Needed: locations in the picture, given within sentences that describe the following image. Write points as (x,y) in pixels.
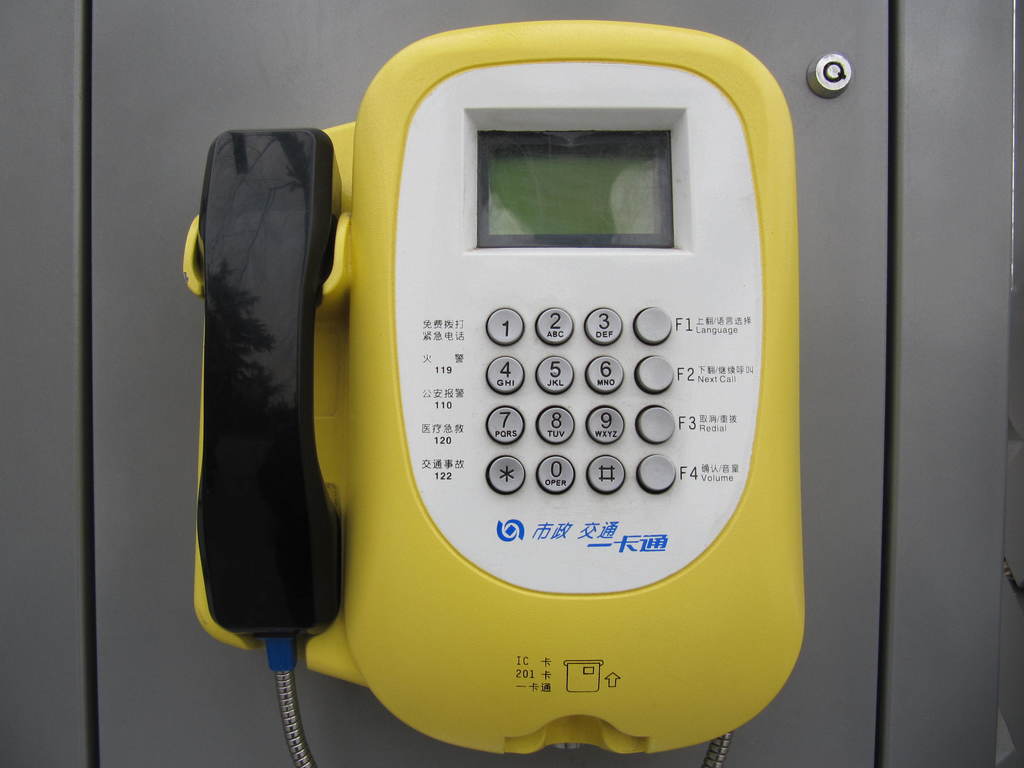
In this picture we can see a telephone (437,614), we can see a digital display (594,189) and keypad (600,331) in the middle (561,333), on the left side (258,323) there is a handset (265,382).
